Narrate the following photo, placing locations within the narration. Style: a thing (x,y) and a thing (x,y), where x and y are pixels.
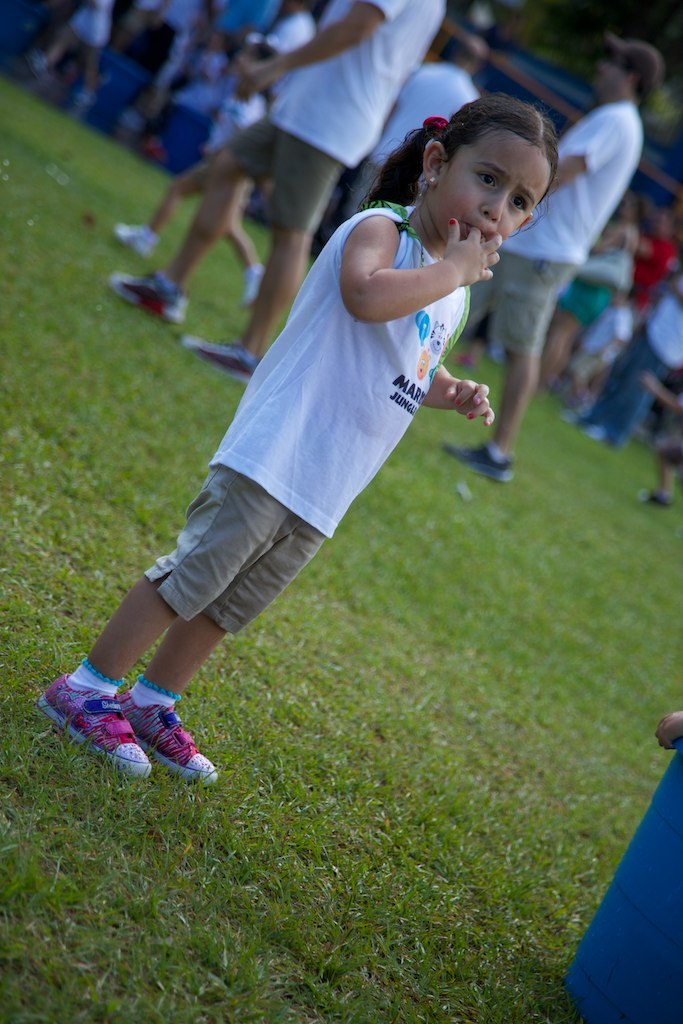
In this picture I can see people (368,434) are standing on the ground (318,571). Here I can see a girl (388,385) is standing. The girl (330,398) is wearing white color t-shirt (304,422), shorts (240,544) and shoes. Here I can see the grass (243,704).
